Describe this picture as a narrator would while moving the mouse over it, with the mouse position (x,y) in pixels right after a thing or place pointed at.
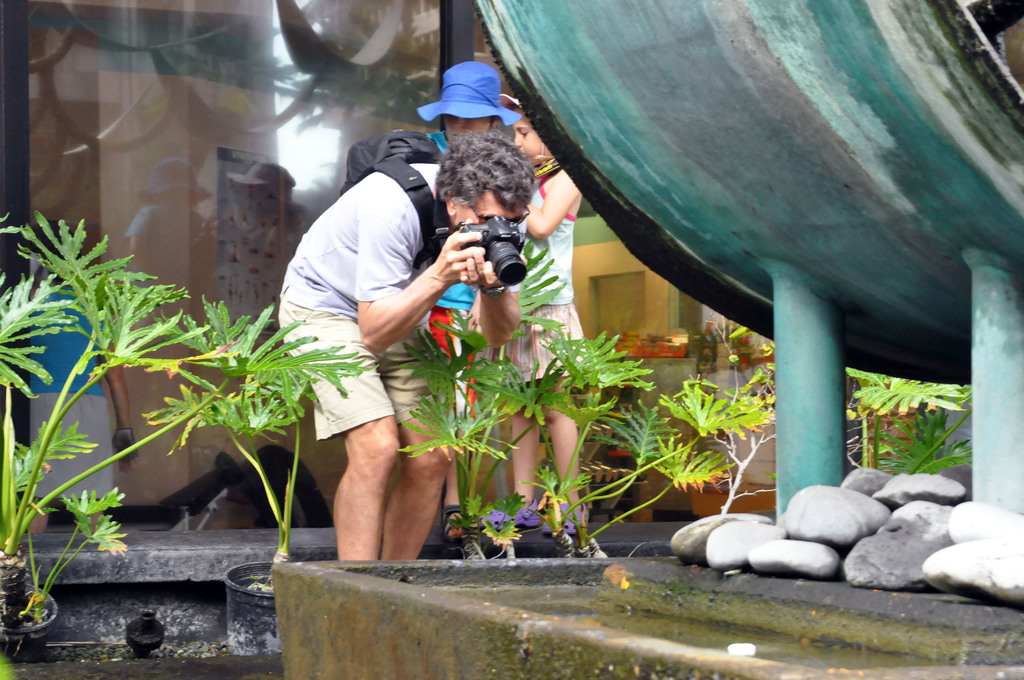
In the center of the image (400,259) we can see person (427,273) standing on the floor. At the bottom of the image (953,482) there are stones (832,495) and water (579,616). On the left (3,527) there are plants (277,518). On the right (911,397) we can see plants (630,433). In the background (622,329) there is a glass (308,104) and door (618,313).
